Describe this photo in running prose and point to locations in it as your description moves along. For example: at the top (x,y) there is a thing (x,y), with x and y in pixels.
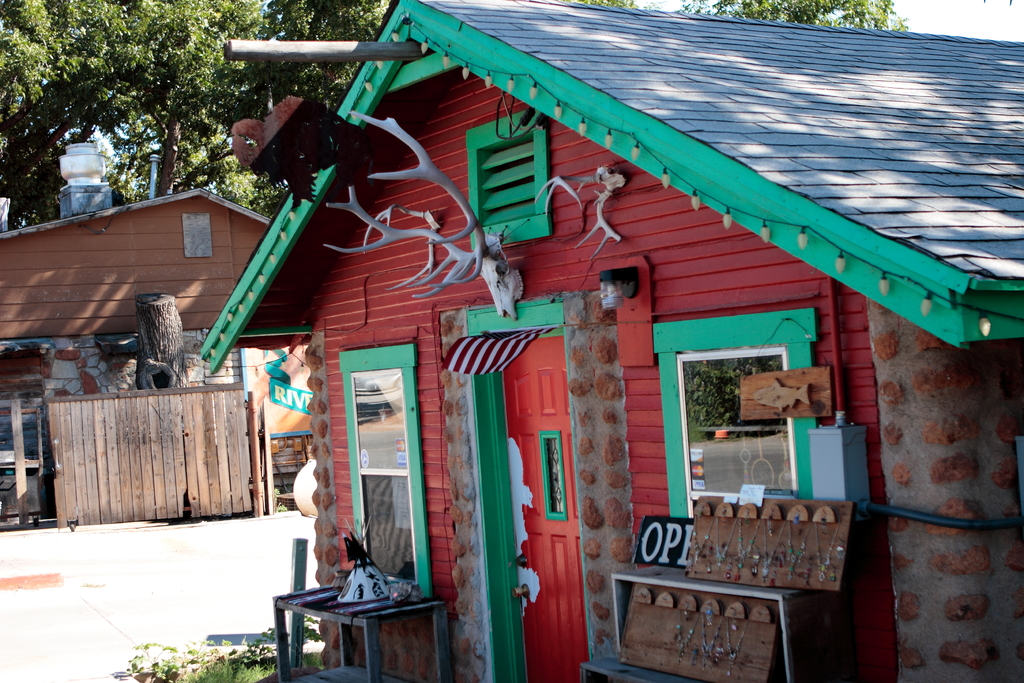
In this image, we can see sculptures (494,243) and mirrors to a shed (539,302) and there are boards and some other objects (342,582) on the stand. In the background (127,209), there are trees (345,1) and we can see another shed (194,378) and there are some plants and we can see a fence (164,510) and a tree trunk (154,346). At the bottom (125,603), there is a road (97,564).
